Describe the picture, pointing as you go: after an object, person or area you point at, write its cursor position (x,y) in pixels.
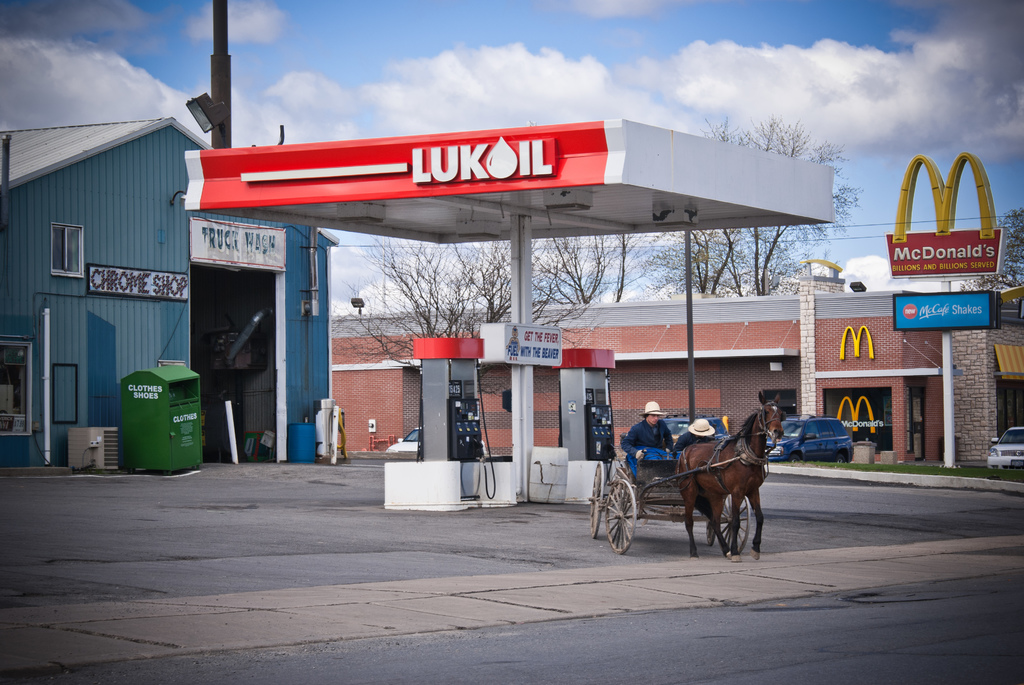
In this image there is a gas station (566,454), in that station (525,489) there is a horse cart (607,506), in that there are two men (656,434) sitting, in the background (866,298) there is a mcdonalds (881,300) and trees (535,285).
